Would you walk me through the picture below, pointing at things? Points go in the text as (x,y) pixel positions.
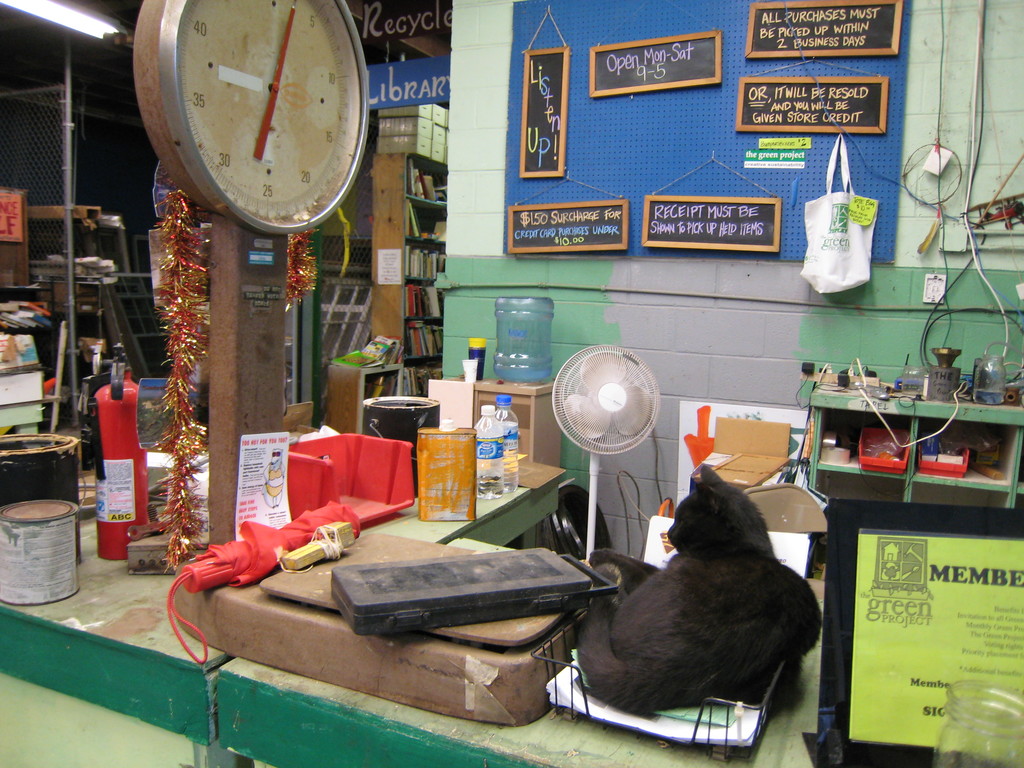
In this picture, we see a table (150,642) on which weighing machine (197,603), red color umbrella (289,534), paint boxes (62,595), fire extinguisher (105,500), papers (258,483), water bottles (516,484) tins (472,480) and glass (984,711) are placed. We even see a black cat (683,672) is on the table (284,706). Beside that, we see a water can (513,360) and a glass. Beside that, we see a table (910,471) on which some objects (921,465) are placed. On the left side (21,248), we see a rack (45,281) in which objects (43,268) are placed. Beside that, we see a rack (384,179) in which books (424,340) are placed. In the background (586,251), we see a wall (479,204) on which black color boards (565,139) are placed.
